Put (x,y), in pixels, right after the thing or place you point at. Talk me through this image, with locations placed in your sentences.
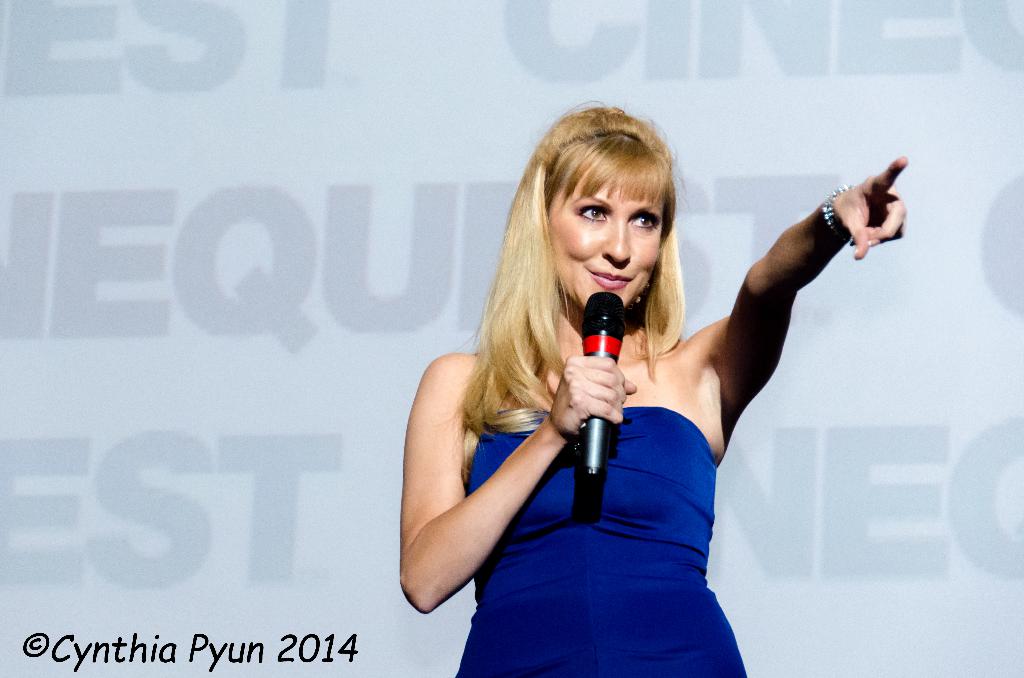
In the image we can see there is a woman (595,618) who is standing and holding mic (597,444) in her hand (603,413).
